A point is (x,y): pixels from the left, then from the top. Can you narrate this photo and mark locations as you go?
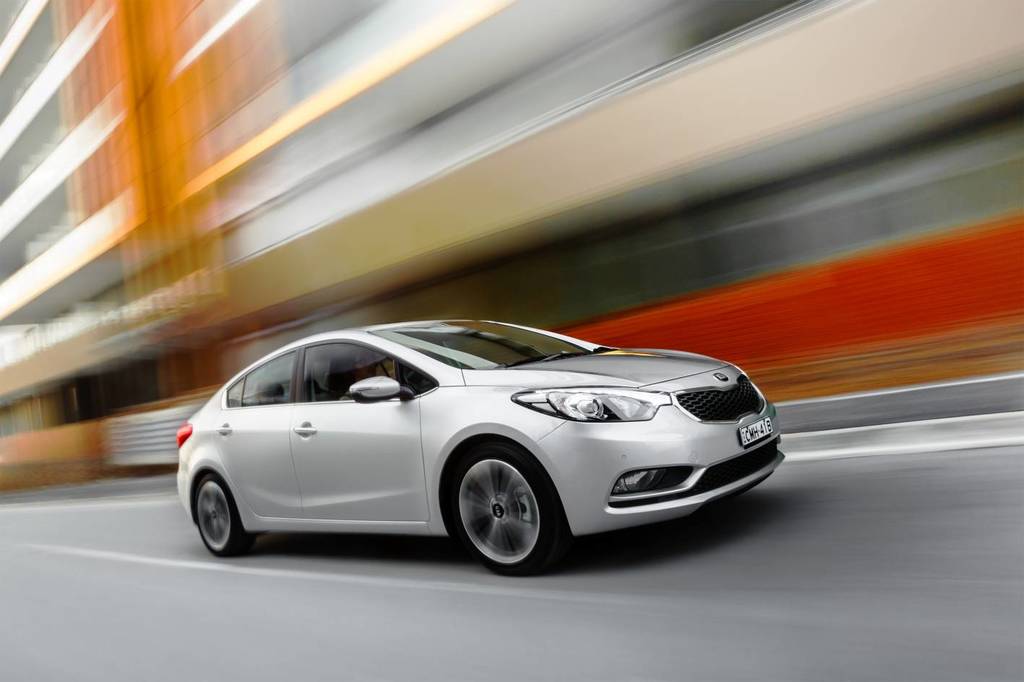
In this image we can see a car (567,454) on the road (831,605). On the backside (495,263) we can see a building (519,303).
